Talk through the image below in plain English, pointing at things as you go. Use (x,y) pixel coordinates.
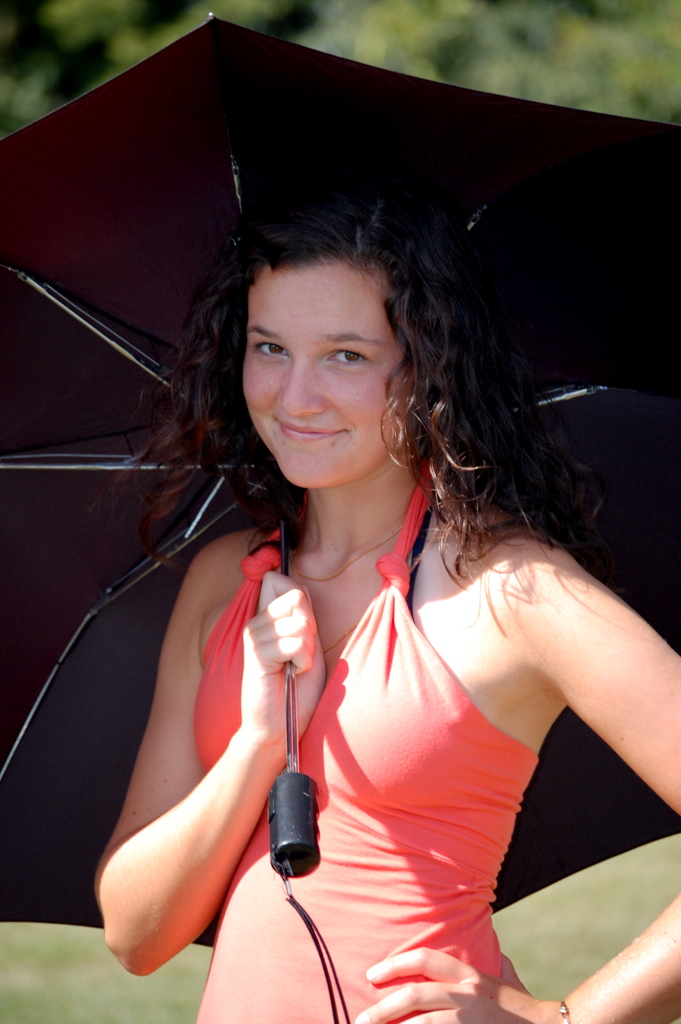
There is a girl (370,736) holding an umbrella (560,818) in the foreground area (319,612), it seems like greenery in the background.
